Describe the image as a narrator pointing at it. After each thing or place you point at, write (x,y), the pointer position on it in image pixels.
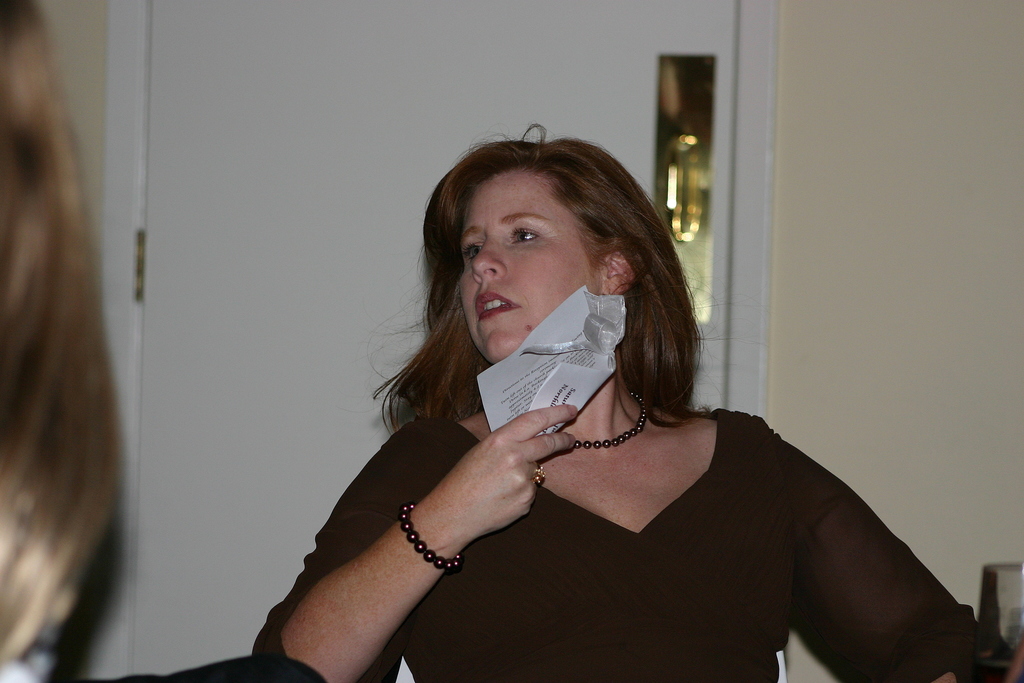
In this image we can see a woman (408,554) holding papers (594,361) in her hand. In the background (709,113) there are door (669,95) and wall (826,161).
